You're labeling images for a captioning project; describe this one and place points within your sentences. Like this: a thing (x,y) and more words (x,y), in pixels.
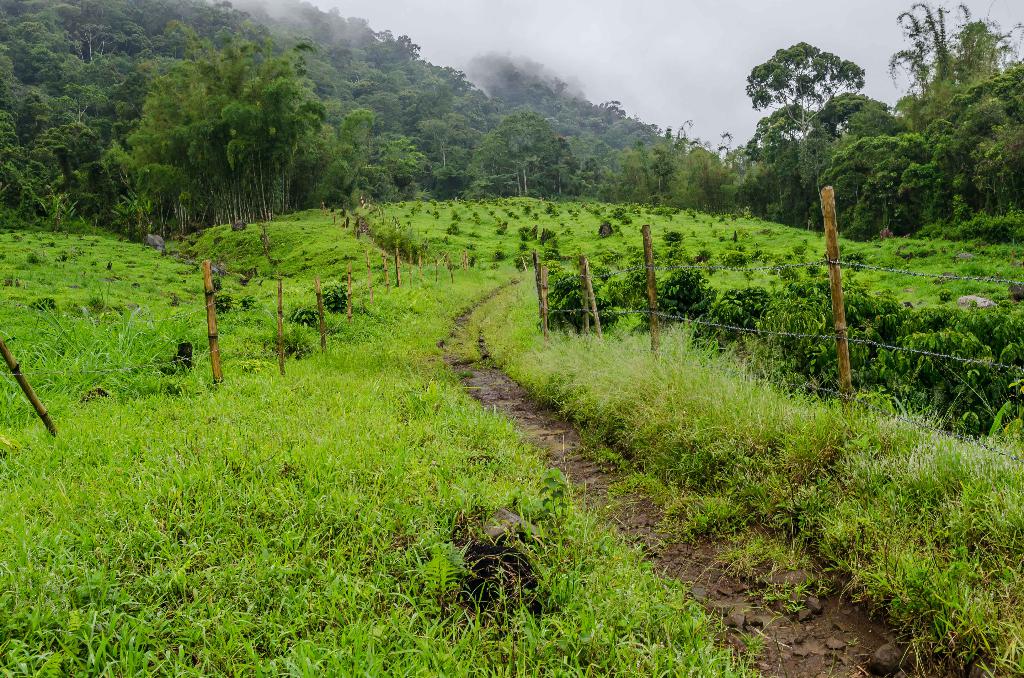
In this image we can see some plants (852,306), trees (372,48), grass (430,313), there are poles (838,296), fencing (843,334), also we can see the sky (561,51).
